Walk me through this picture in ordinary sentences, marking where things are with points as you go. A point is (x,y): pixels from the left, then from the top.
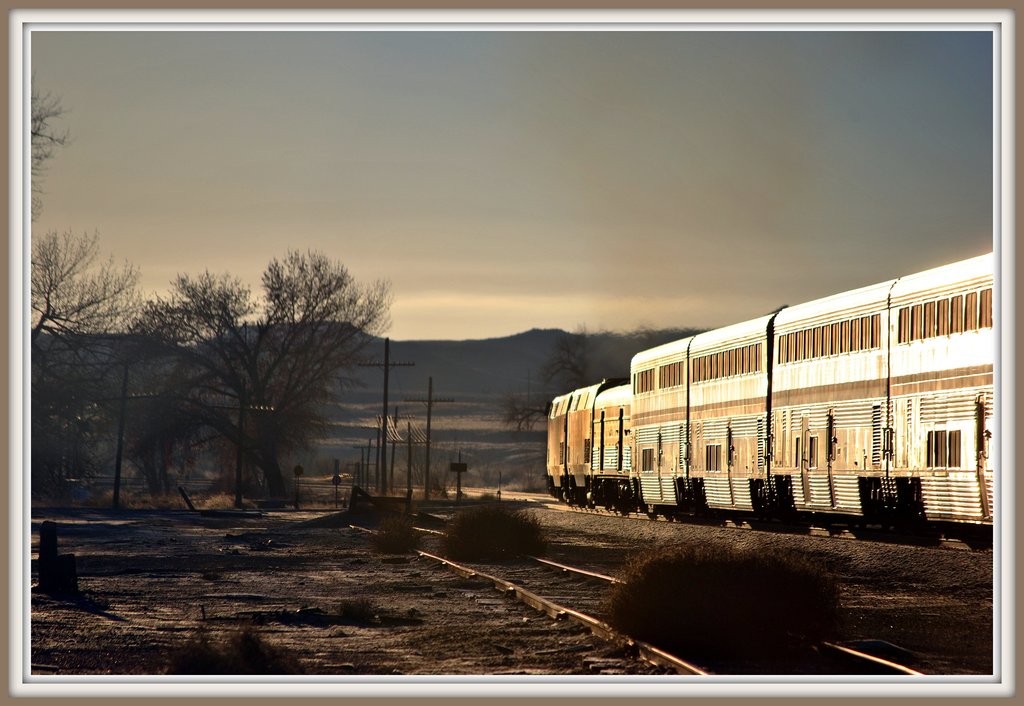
In this image I can see the ground (593,546), few railway tracks (560,612) on the ground (710,530), few plants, few poles (366,446), few trees (278,402) and few trains (702,448). In the background (488,366) I can see few mountains (585,354) and the sky (409,180).
